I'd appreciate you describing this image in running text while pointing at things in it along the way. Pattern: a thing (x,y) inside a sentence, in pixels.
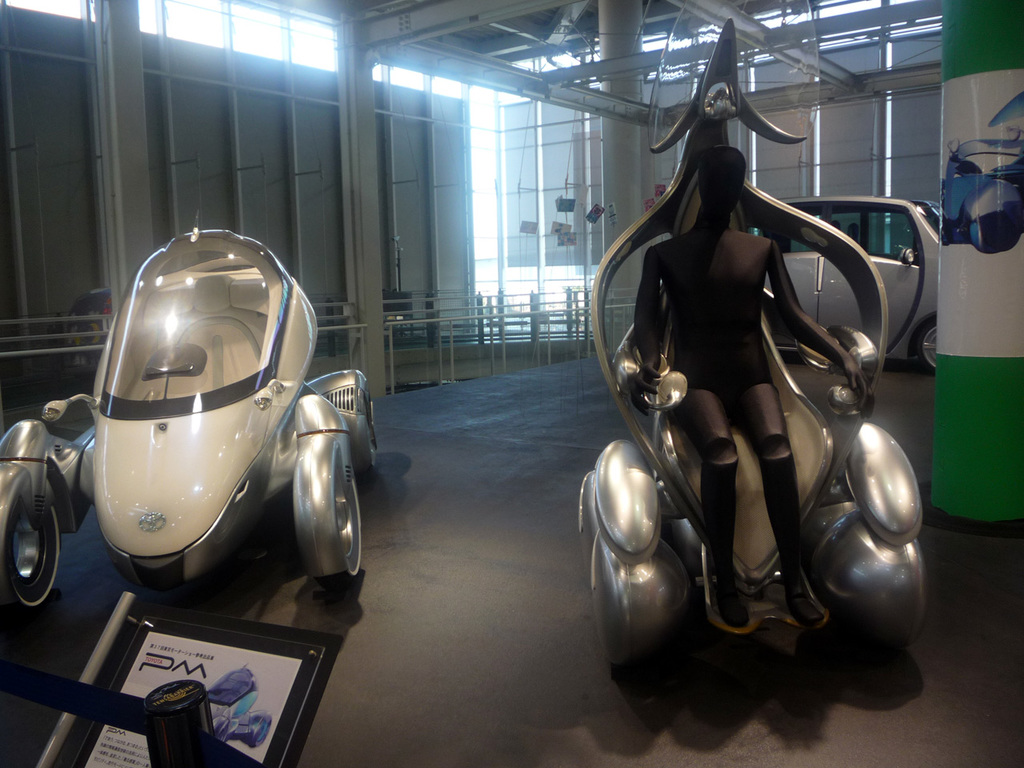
This picture shows few vehicles (783,226) in a room (931,170). We see lights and a name board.
